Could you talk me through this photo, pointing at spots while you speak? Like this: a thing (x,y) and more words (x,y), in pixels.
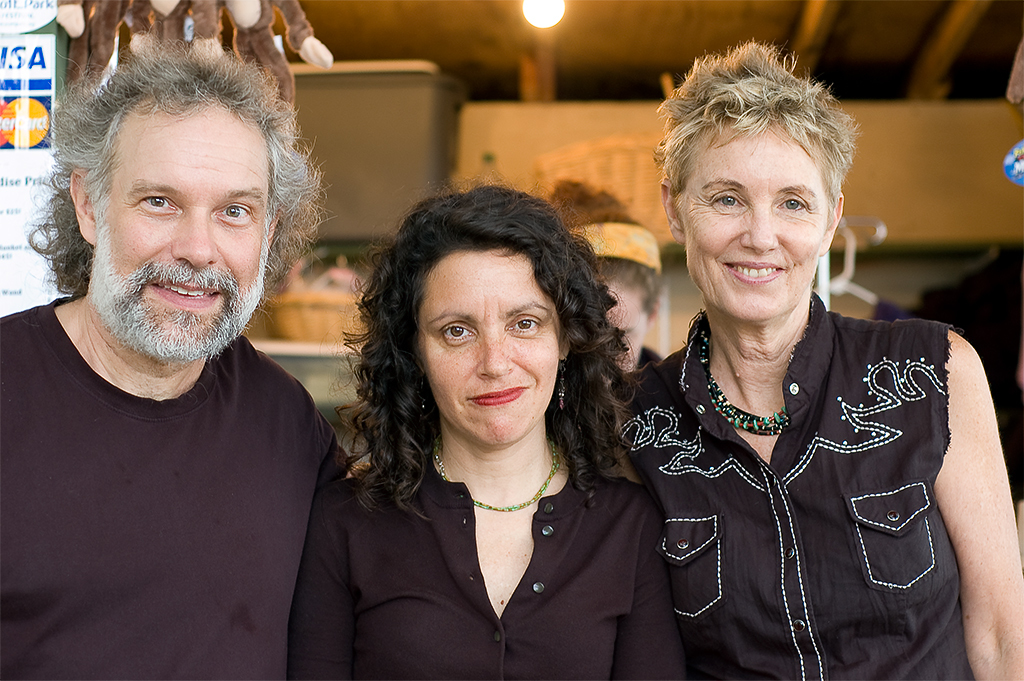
There are three persons (365,456) wearing black dress (660,453). Two ladies (593,478) are wearing chains (733,411). In the background (44,81) on the left side (56,68) there is a board (42,95) and somethings (156,26) are hanged. Also there is a light (530,10).
